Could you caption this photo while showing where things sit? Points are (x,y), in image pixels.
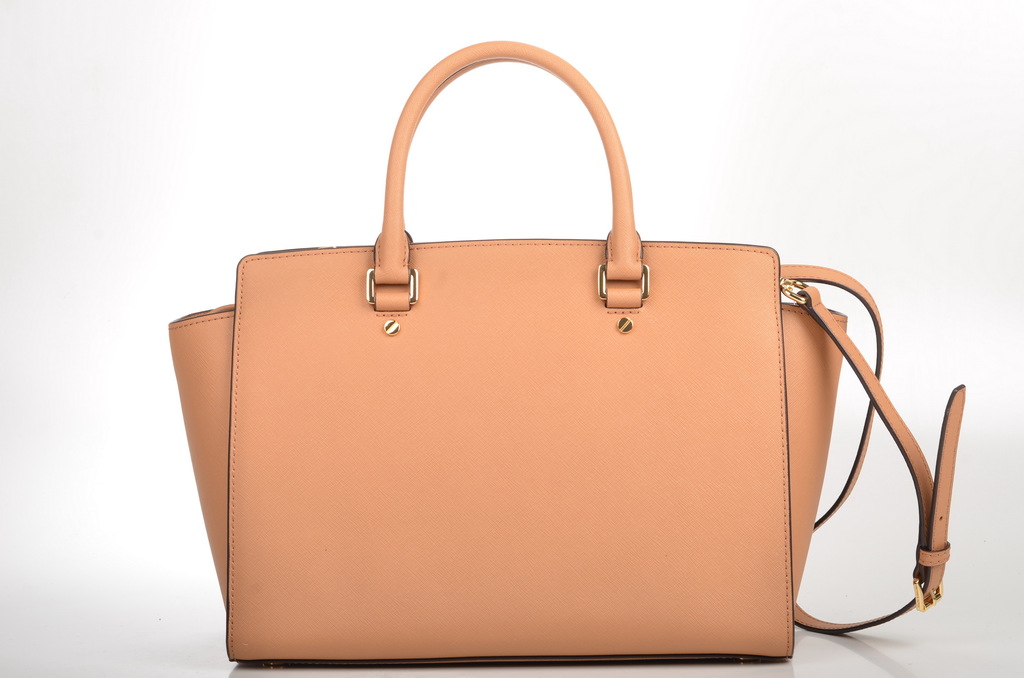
This is brown color hand bag (720,477) and at the background of the image (195,168) there is a white color wall (497,202).
